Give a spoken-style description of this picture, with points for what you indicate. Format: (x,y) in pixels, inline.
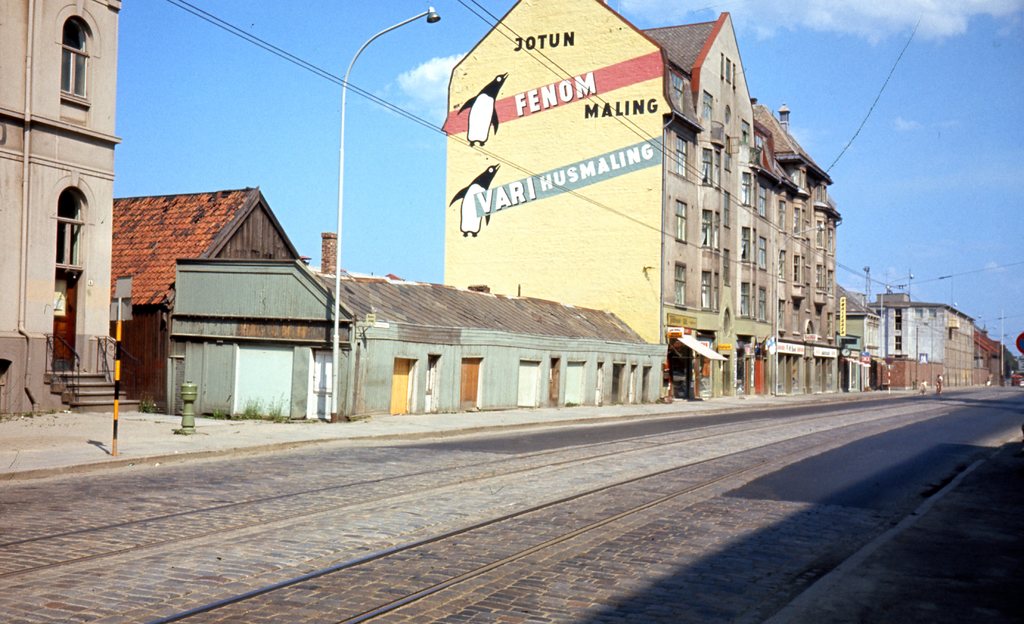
In the picture we can see some railway tracks (475,525) on the path (360,452) and beside to it, we can see some poles (118,305), street lights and some houses (307,289), buildings (688,189) with a window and sky (788,79) with clouds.
